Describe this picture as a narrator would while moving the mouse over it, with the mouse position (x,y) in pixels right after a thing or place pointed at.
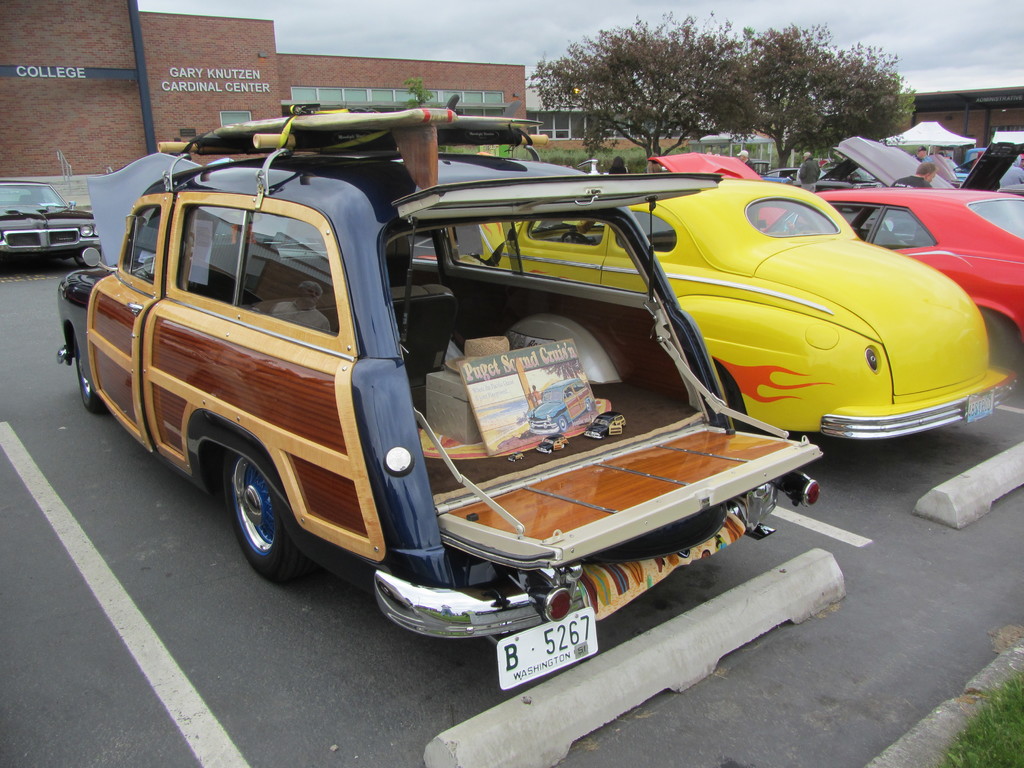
In this picture I can see few cars (633,443) parked and I can see couple of cars bonnets (112,243) and trunks (684,181) are opened and I can see buildings (433,84) and trees (667,75) and I can see text (168,91) on the walls (191,80) of the building (218,77) and a cloudy sky (917,49).
